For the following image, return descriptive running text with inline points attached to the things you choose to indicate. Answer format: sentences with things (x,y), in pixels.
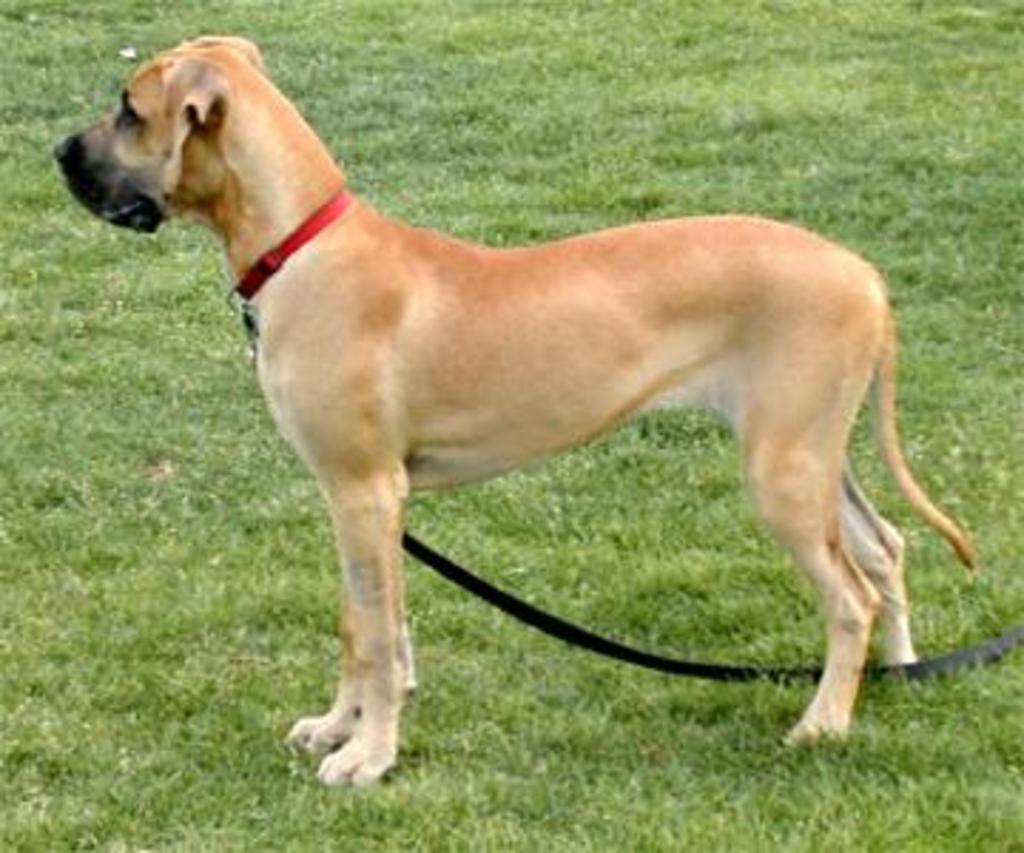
In this image, in the middle (619,344), we can see a dog (409,299) standing on the grass (890,717), we can also see a collar rope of a dog (345,419). In the background (444,549), we can see a grass (849,797).
